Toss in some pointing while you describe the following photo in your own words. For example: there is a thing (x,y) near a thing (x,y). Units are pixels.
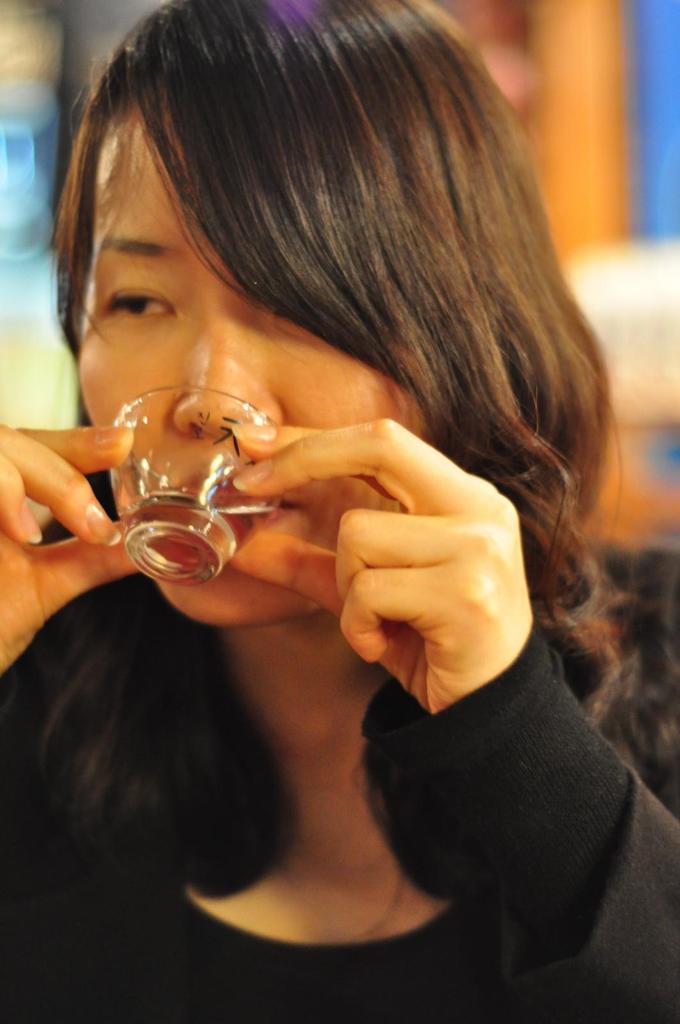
In the image there is a lady (105,815) holding a glass (188,516) and drinking. Behind her there is a blur background (580,96).
